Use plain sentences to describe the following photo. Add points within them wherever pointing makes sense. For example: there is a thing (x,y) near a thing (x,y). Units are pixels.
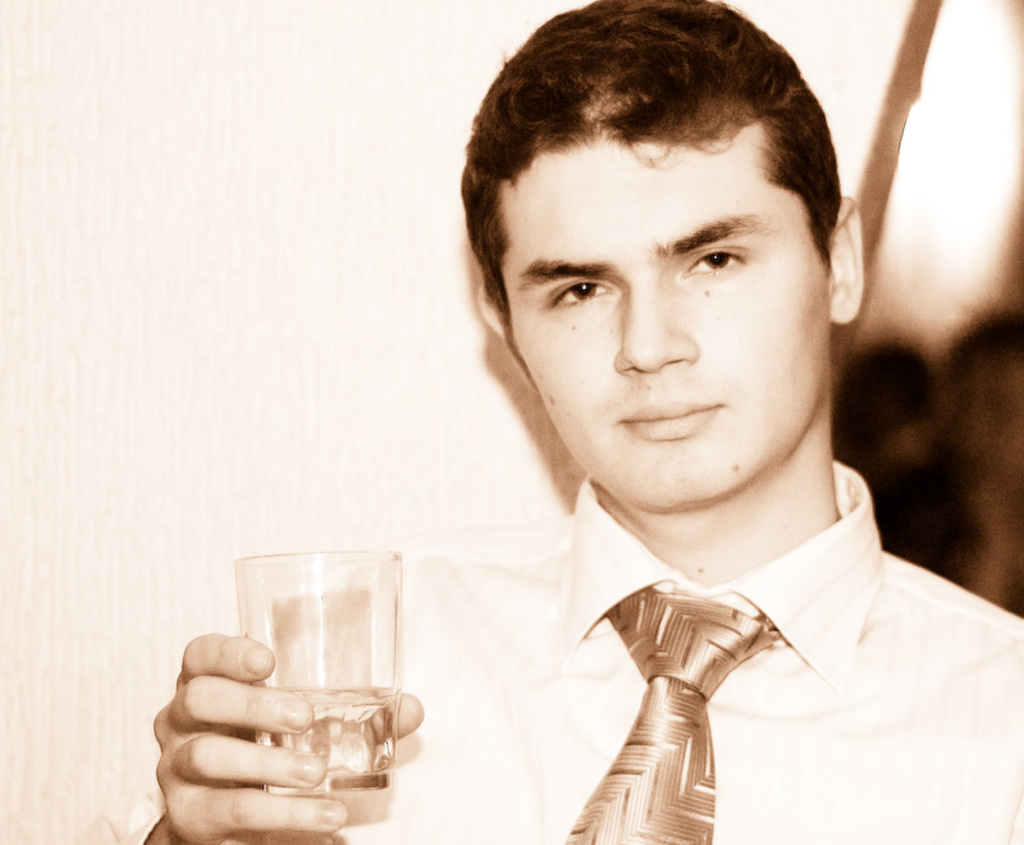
In this image we can see a man (624,770) holding a glass (373,786). In the background (220,295) there is a wall (249,296).
